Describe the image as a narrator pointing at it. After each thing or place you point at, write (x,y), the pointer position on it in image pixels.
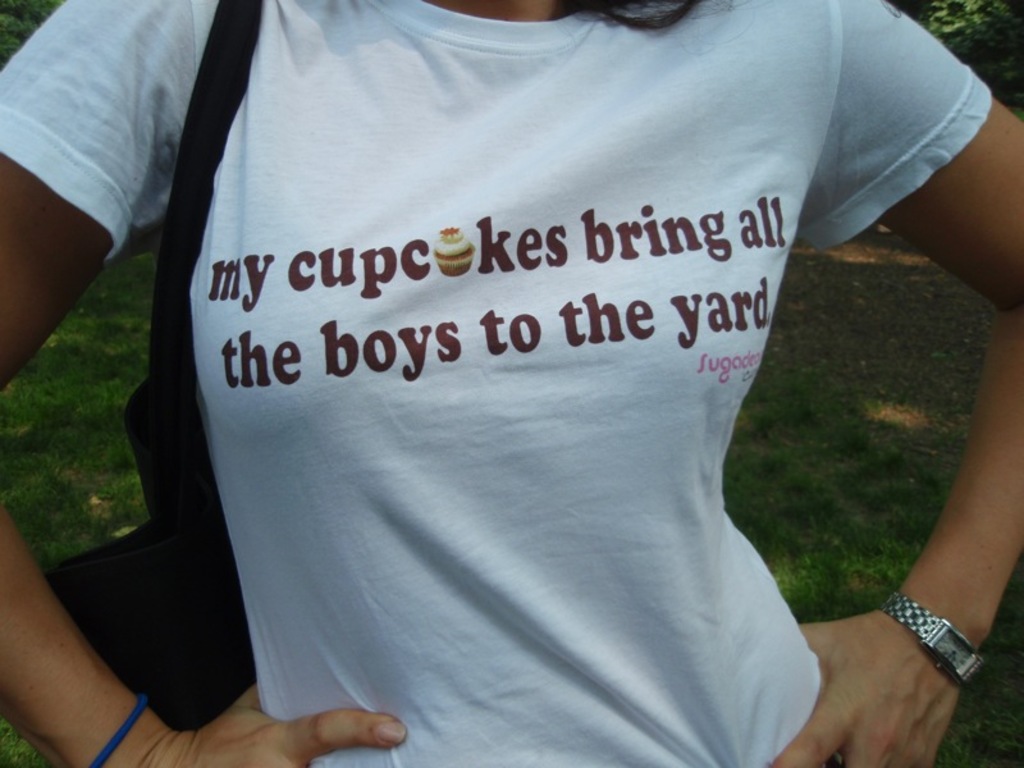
This image is taken outdoors. In the background (19,25) there are a few plants (978,32) and there is a ground (850,417) with grass (824,511) on it. In the middle of the image (563,369) a person (620,507) is standing and there is a text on the T-shirt (615,287).
